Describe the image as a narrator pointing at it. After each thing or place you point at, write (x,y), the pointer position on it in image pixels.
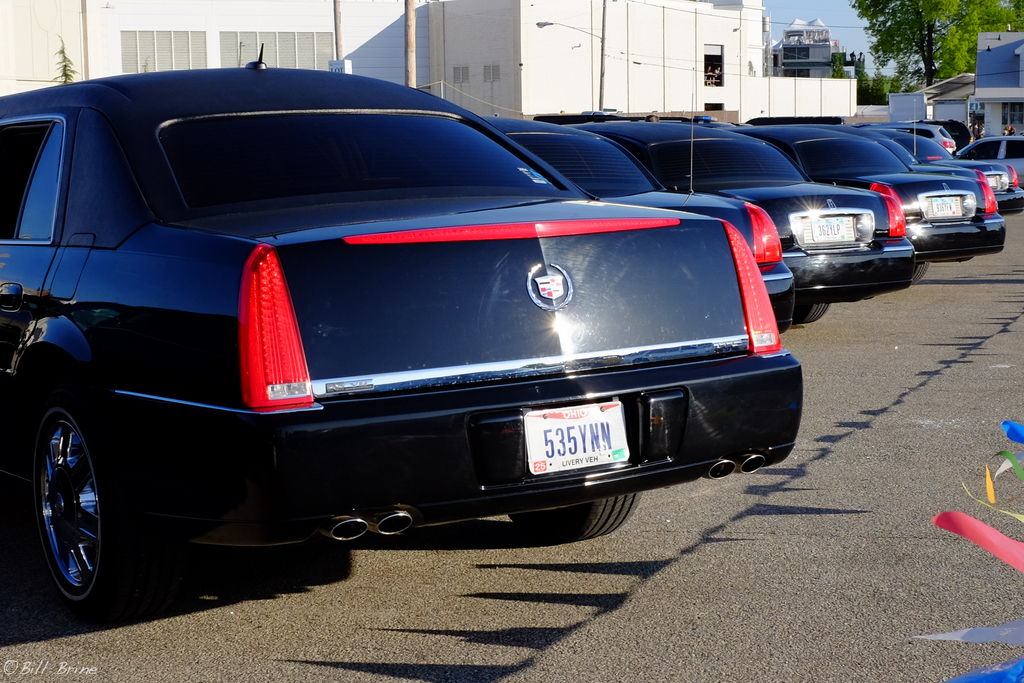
In this image I can see number of cars (478,340), few trees (910,20), few buildings (539,58), few poles (409,71), the sky (849,51) and over there I can see few people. I can also see something is written over here and here I can see few colourful things (1017,427).
